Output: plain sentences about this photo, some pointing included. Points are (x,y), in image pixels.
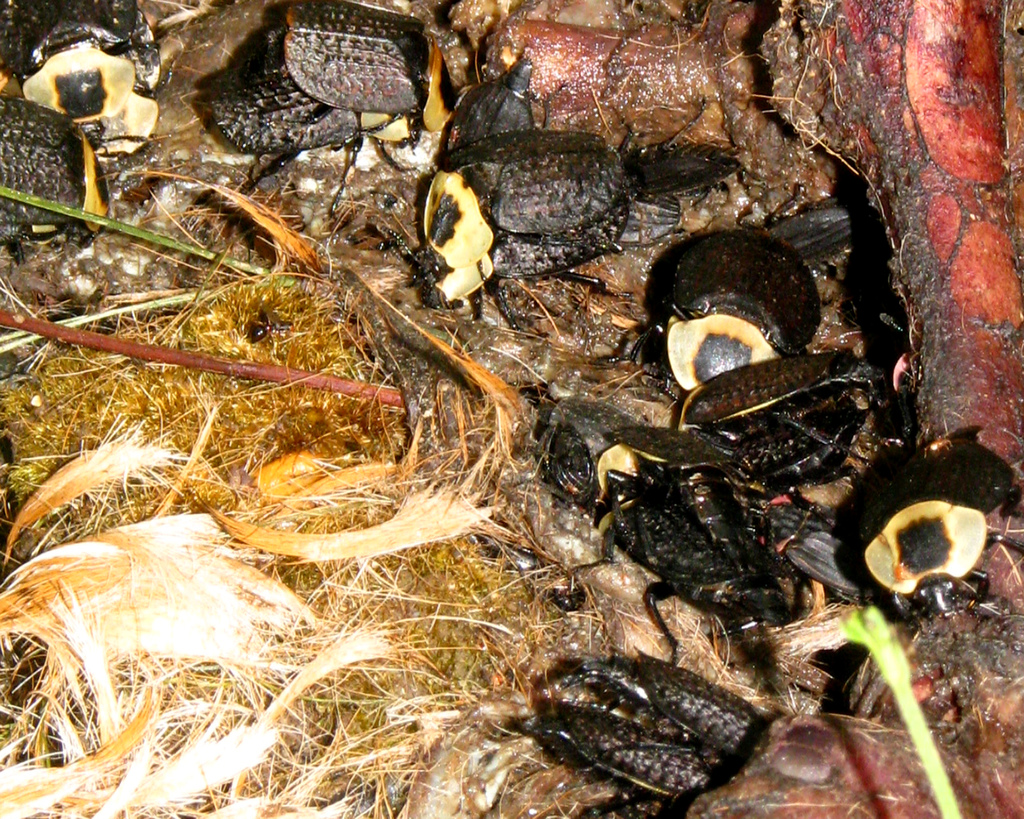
In this image we can black color insects (670,466) on the grass like thing surface (305,615).
